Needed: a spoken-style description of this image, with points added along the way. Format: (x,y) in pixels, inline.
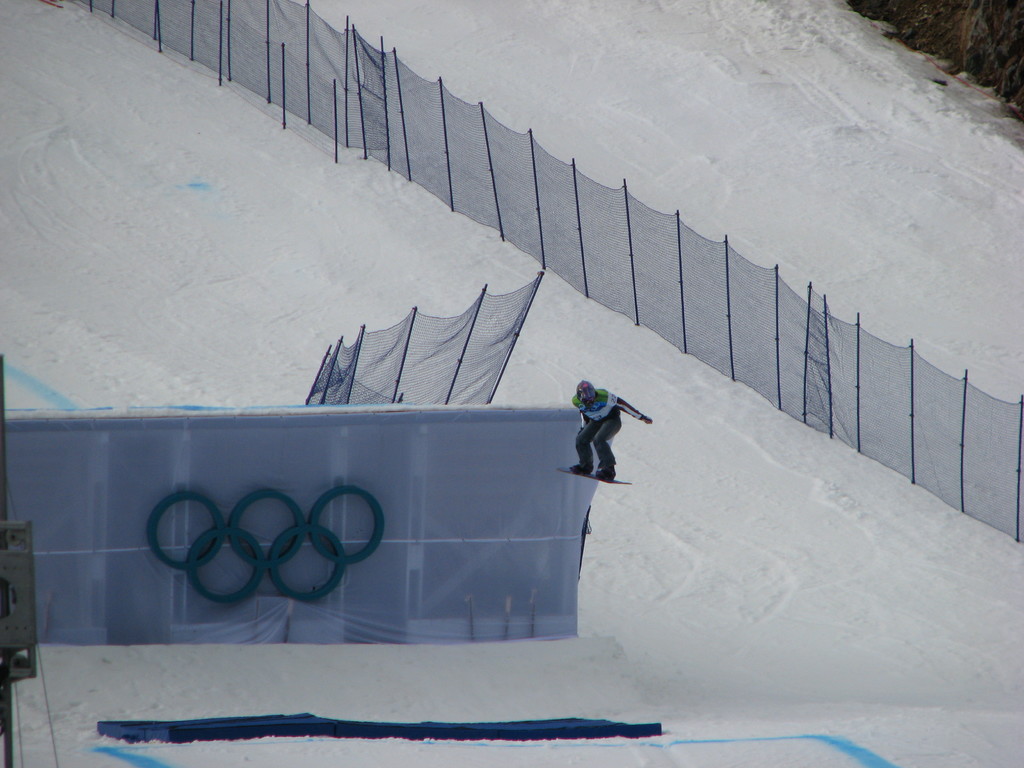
In this image, we can see snow (724,434) on the ground (670,384), there are some nets (951,427). We can see a person (607,429) on the snowboard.
